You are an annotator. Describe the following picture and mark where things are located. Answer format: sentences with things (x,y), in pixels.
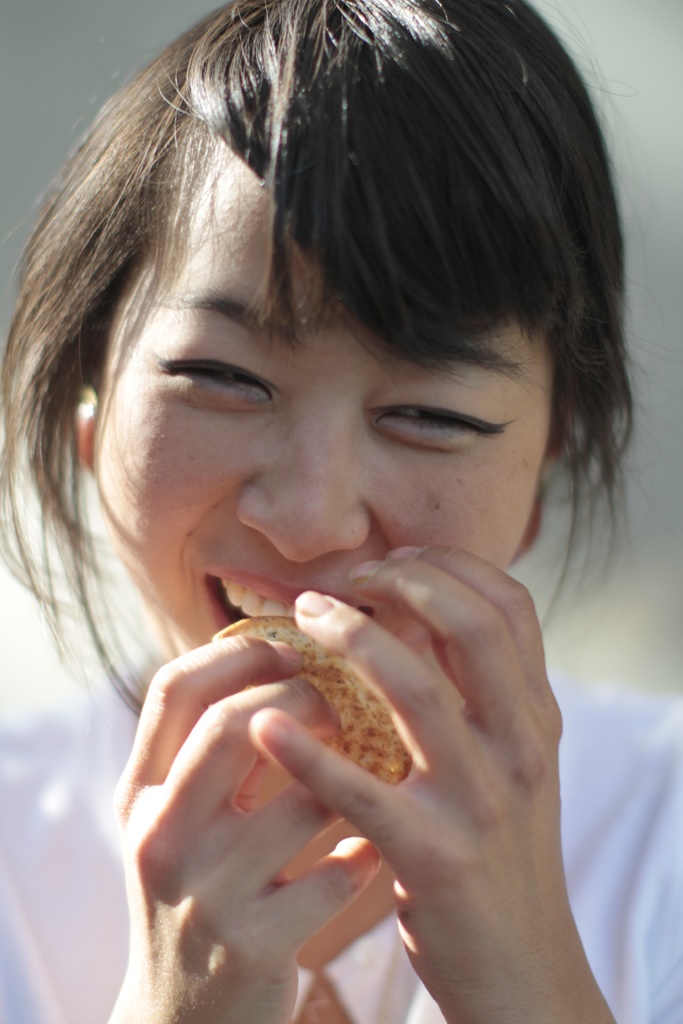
In this image we can see a woman (305,605) smiling and holding a food item (368,733) in her hand (438,743).
